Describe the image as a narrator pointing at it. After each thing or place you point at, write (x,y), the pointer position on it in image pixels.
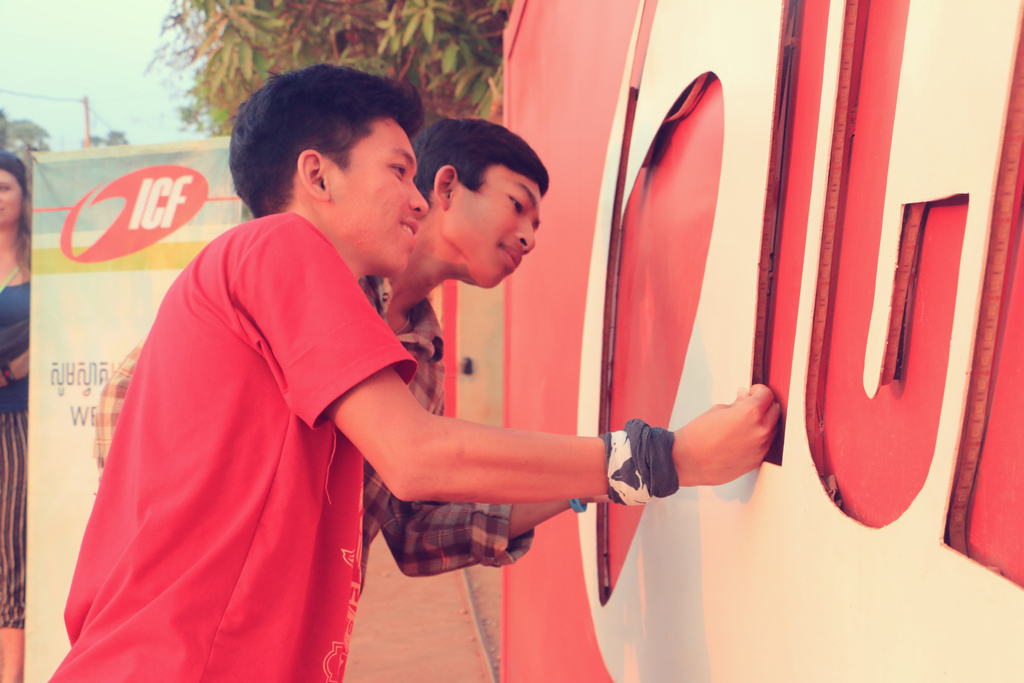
In this image I can see two person (299,390) standing. In front (245,547) the person (224,458) is wearing red color shirt (262,543) and I can also see the board (736,216) in red and white color. In the background (2,365) I can see the person (6,331) standing, the banner (84,319) in white color, few trees (216,41) in green color and the sky (94,59) is in white and blue color.
